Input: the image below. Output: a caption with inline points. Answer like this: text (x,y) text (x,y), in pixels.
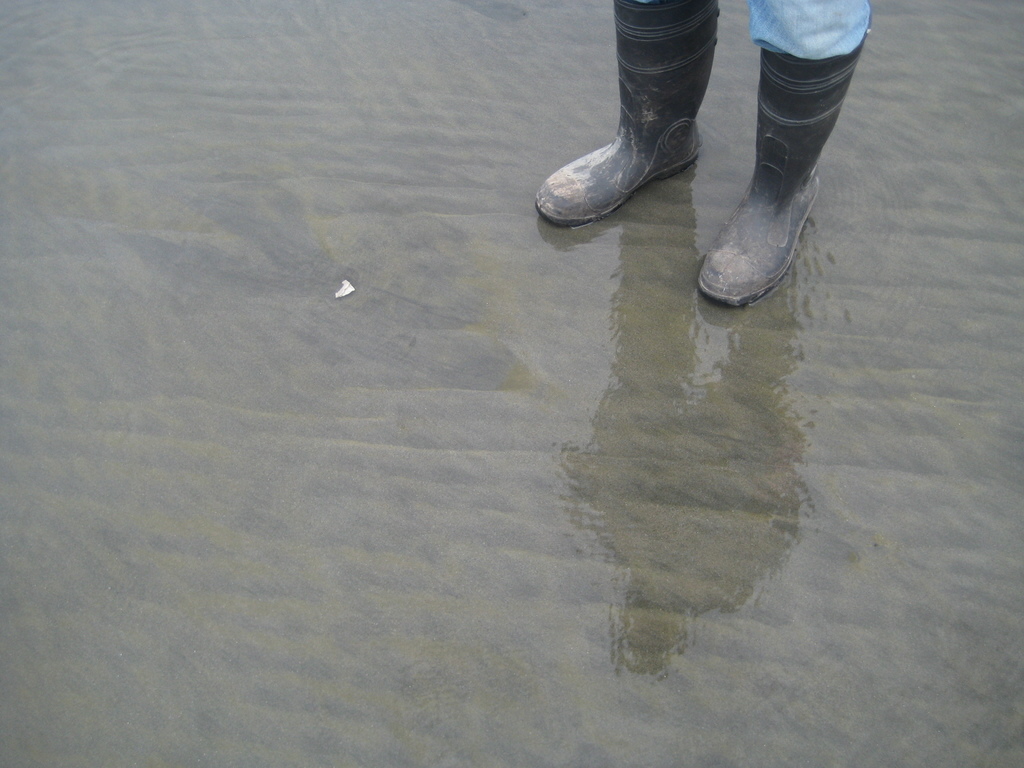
At the top of this image (802,57), there is a person (845,41), wearing two shoes (686,66) and standing on a wet surface (501,270), on which there is a shadow (669,464) of this person (845,23) and an object (336,295). And the background (77,112) is gray in color.
